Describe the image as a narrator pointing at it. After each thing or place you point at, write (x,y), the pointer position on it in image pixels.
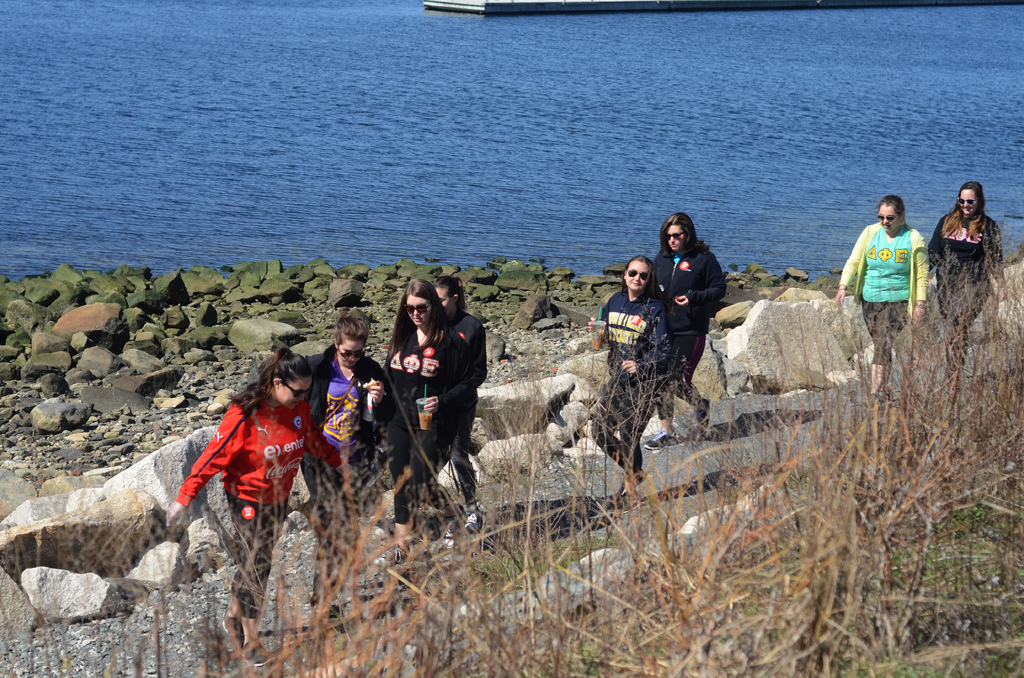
In this image we can see few people (472,332). They are wearing goggles (363,358). There are rocks (376,327). In the back (567,113) there is water (735,142). Also there is grass (825,560).
